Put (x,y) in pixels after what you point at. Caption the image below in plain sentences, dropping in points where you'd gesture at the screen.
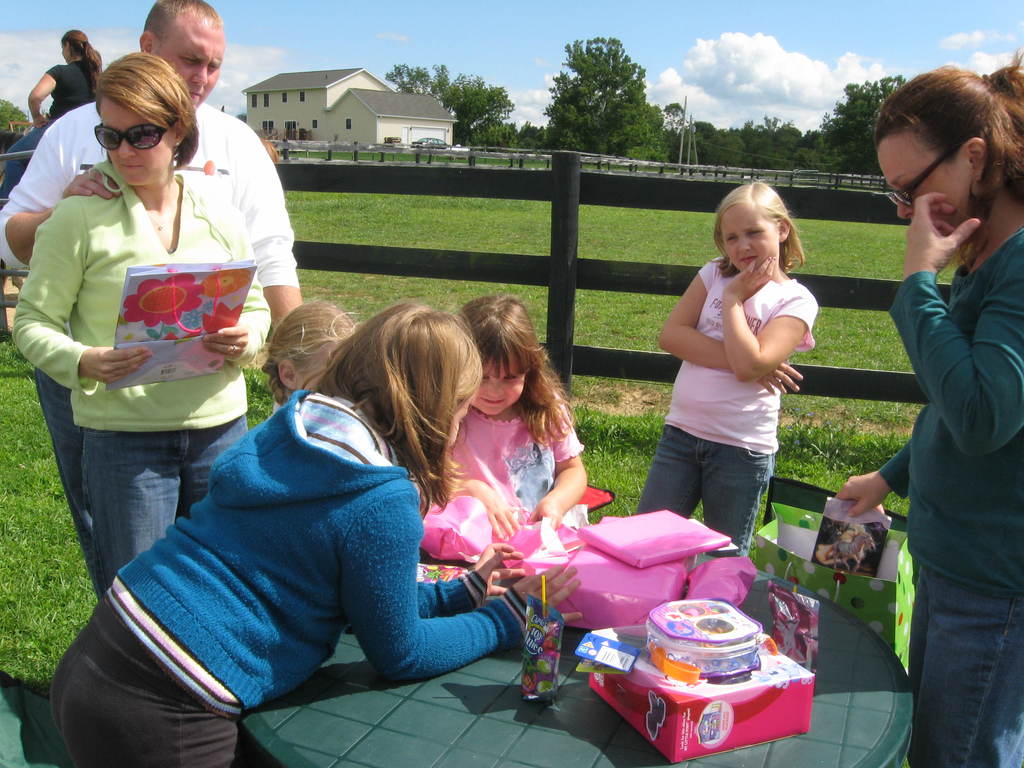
In this image there are four girls (462,423), there are three women (151,204), there is a man (87,170) standing, the women (145,241) are holding an object (178,340), there is a table (827,681) towards the bottom of the image (523,678), there are objects (656,582) on the table (575,638), there is a wooden fence (556,284), there are trees (699,149), there is a house (353,102), there is the sky (531,36) towards the top of the image (544,28), there are clouds (786,52) in the sky (786,52).
